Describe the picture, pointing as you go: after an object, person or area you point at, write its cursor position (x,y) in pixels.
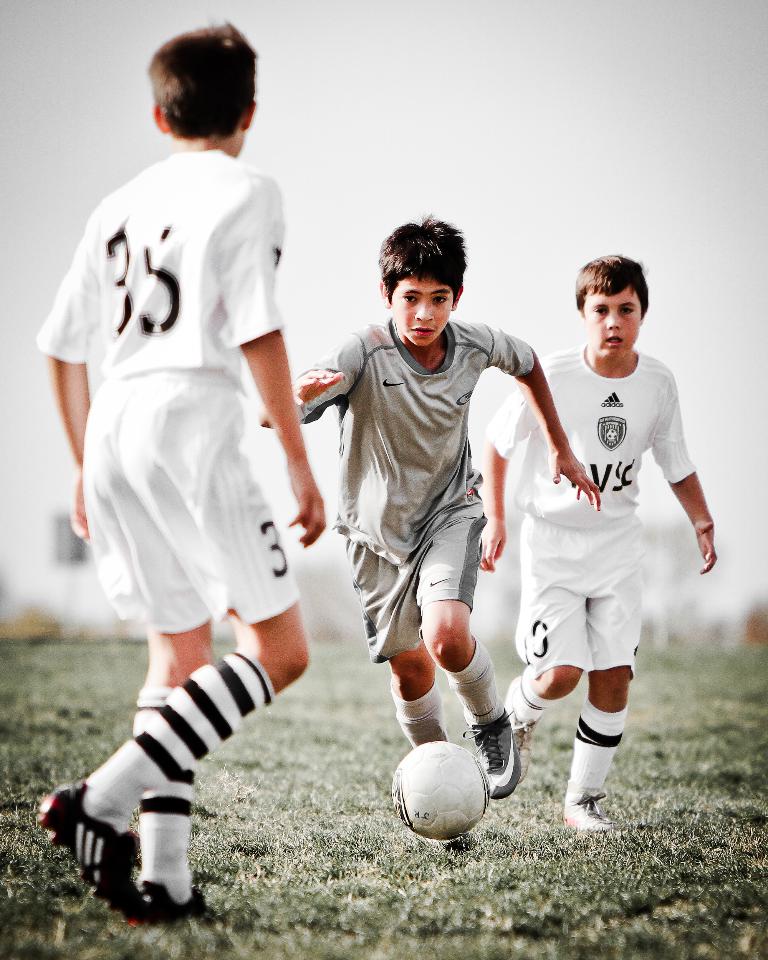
In this image there is a boy (455,265) running on the grassland (493,865). Before him there is a ball (418,793). Two boys (78,500) wearing white sports dress (685,478) are walking on the grassland (484,906). They are wearing shoes (86,872) and socks (189,731). Top of image (315,284) there is sky (436,129).
